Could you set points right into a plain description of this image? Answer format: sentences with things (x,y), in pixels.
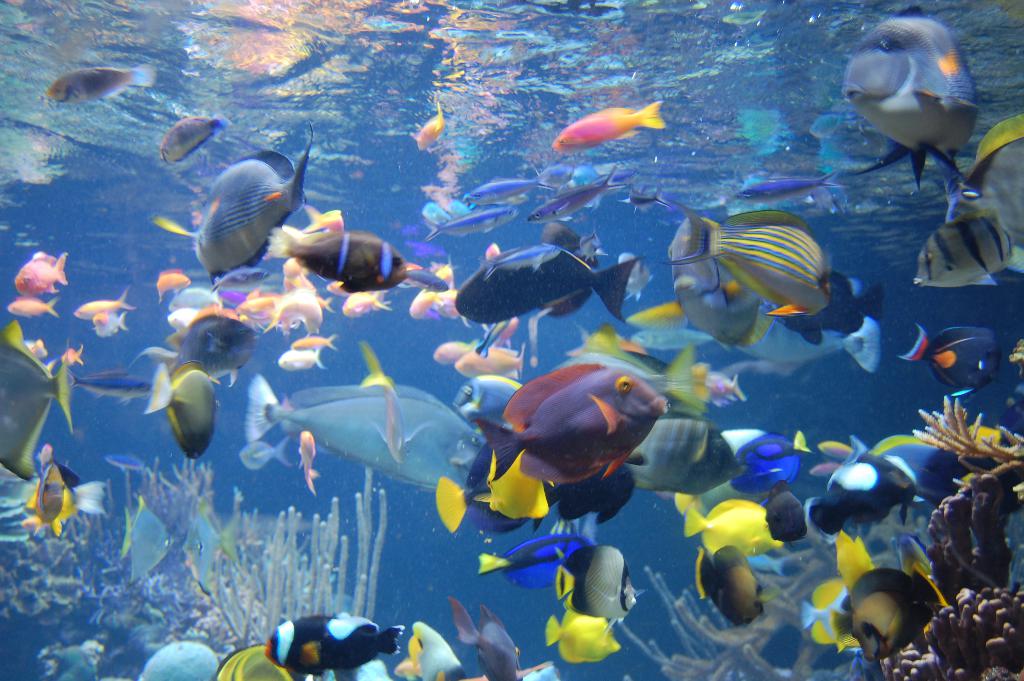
This image is taken under the sea (99,185). In this image there is water (686,151), a few coral reefs (954,616) and many fishes (95,484).
